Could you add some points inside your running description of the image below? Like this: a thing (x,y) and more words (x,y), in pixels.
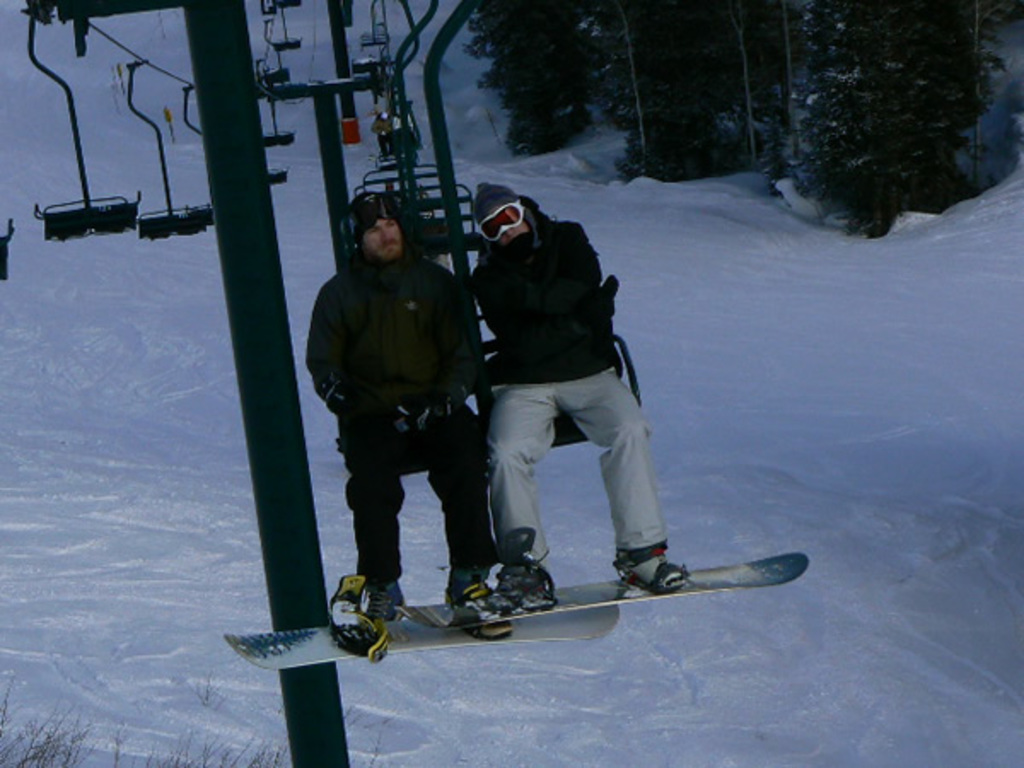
In this image two people (434,346) are sitting on cable cars (446,222). They are wearing winter clothes (457,321), ski board (402,643). Here there is a pole (340,209). In the background (543,95) there are trees (542,25). On the ground (312,198) there is snow (733,709).
